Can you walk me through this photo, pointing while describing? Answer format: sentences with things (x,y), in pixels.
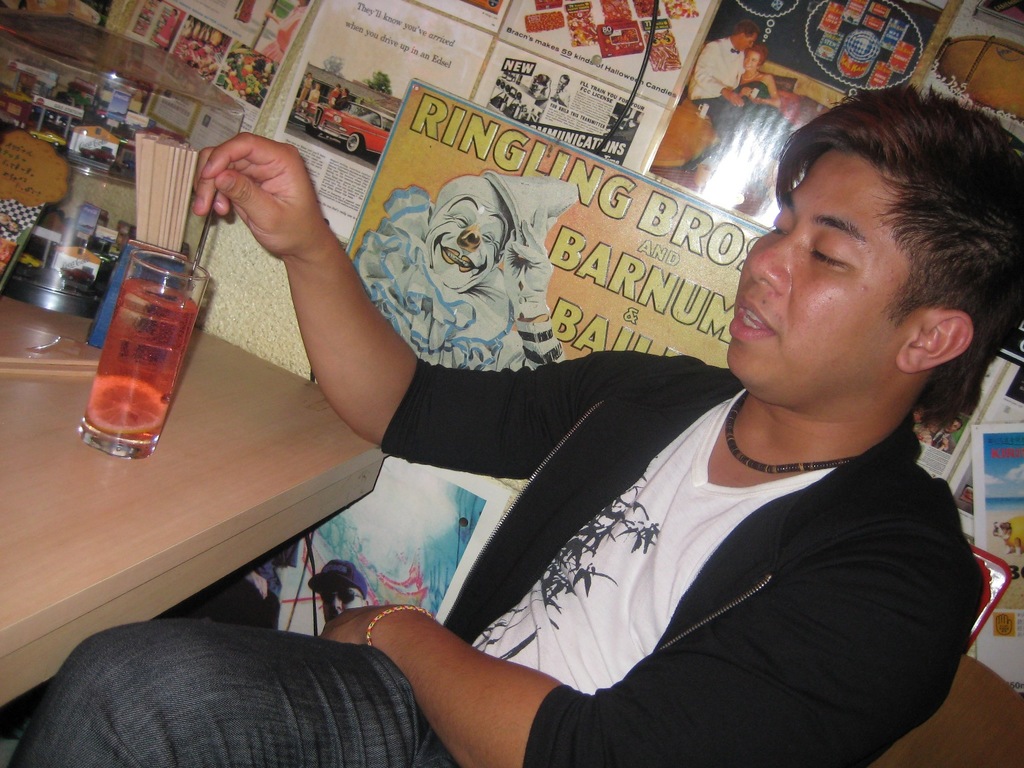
A man (795,577) with black jacket (807,570) and white t-shirt (638,578) is sitting. In front of him there is a table (171,484) with a glass (170,348), Bottle (117,278) with sticks (176,175) and a box (57,293) on it. Behind him there are many poster (479,223) to the wall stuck to it.
